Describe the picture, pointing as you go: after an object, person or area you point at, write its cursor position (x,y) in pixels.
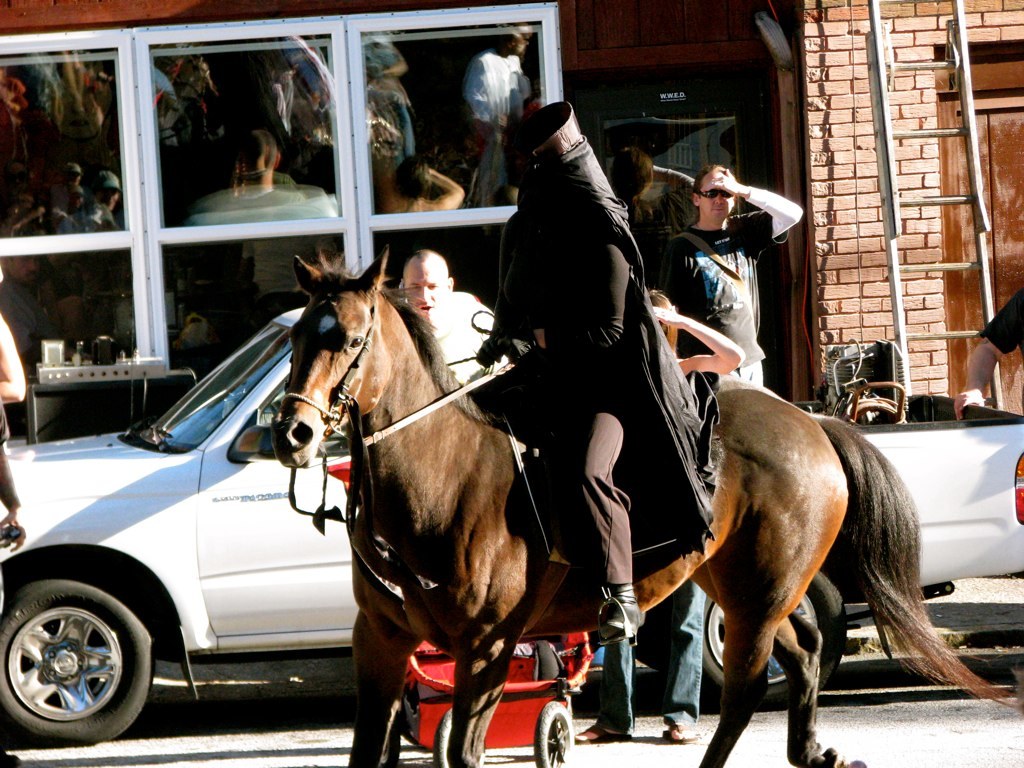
In this image i can see a horse (387,496). A man (538,312) riding on the horse (431,399) wearing a black color jacket (616,312) and back side i can see red color bricks (816,78) and there is a ladder (888,135) and there is a vehicle (966,427) on the road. behind the vehicle (953,487) there is a man (440,304) and there is a building (681,103) back side of the image. In front of the building (713,142) there is a person (718,307) standing and wearing a black color t-shirt (717,277) wearing a spectacles (710,194) and i can see a person hand (16,364). And there is a mirror image (44,176) on the left side of the building (253,36).
